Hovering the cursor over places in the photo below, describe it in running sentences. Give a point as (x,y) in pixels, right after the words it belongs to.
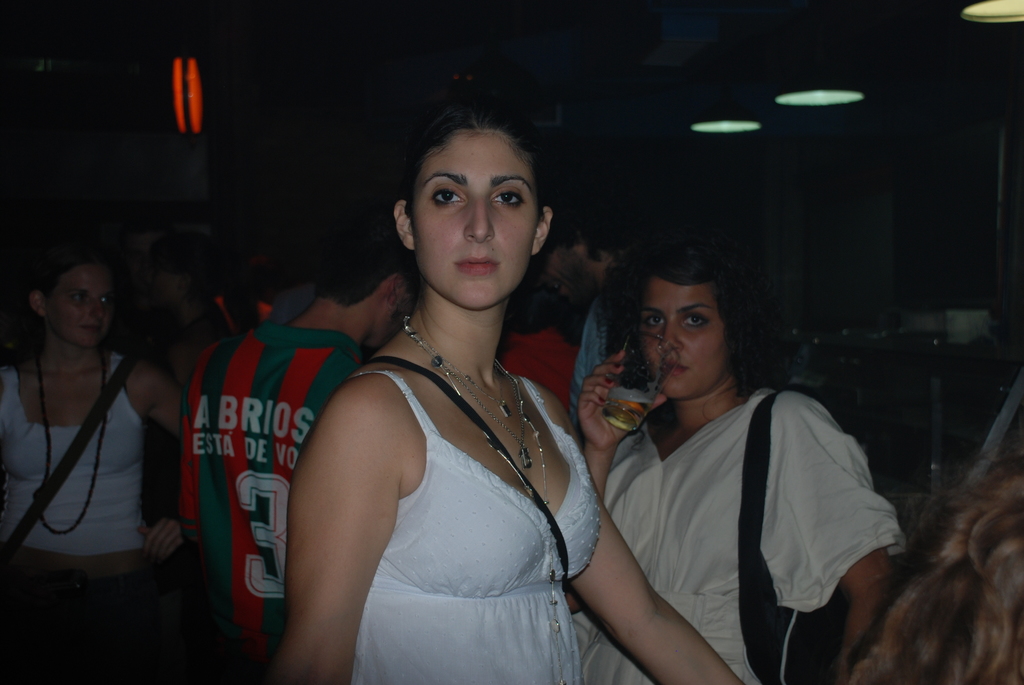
In this image I can see group of people (421,421). There is a person (723,376) holding the glass (621,410). There are lights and there are some other objects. The background (946,280) is dark.
